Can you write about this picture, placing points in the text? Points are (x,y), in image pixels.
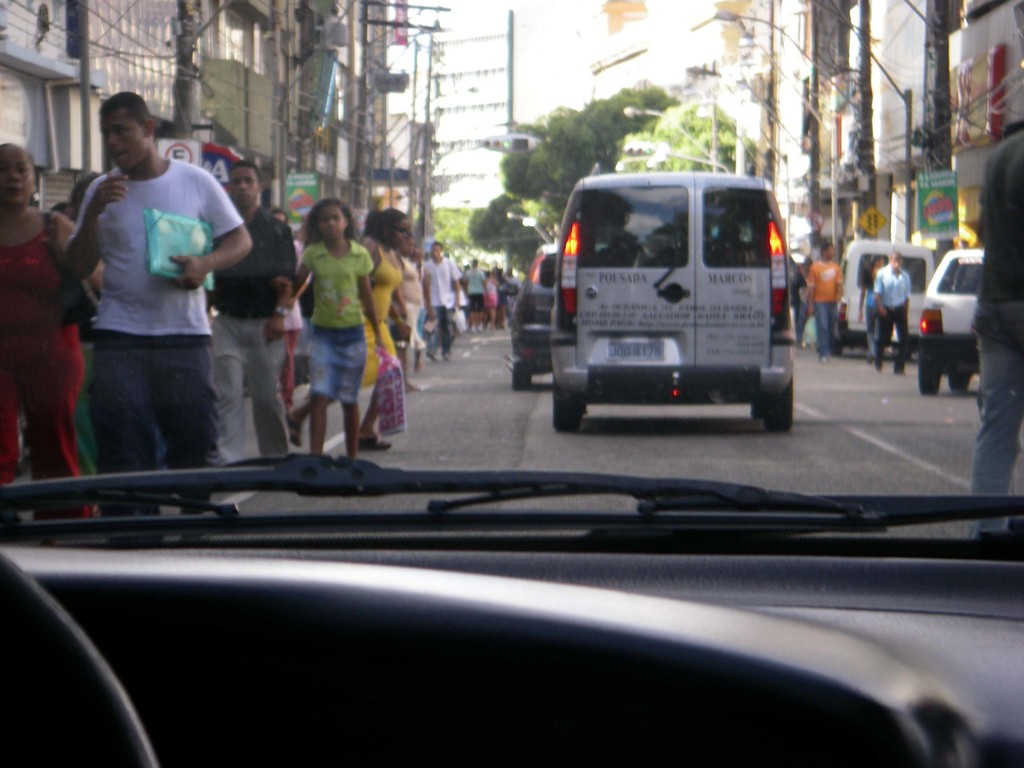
This image is clicked from a car (487,578). In the front (951,253), there are many cars (566,218). And we can see many people (364,302) walking on the road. On the left (73,3) and right, there are buildings (827,100). In the background (600,113), there are trees (615,114). At the top (486,15), there is sky (468,14).
